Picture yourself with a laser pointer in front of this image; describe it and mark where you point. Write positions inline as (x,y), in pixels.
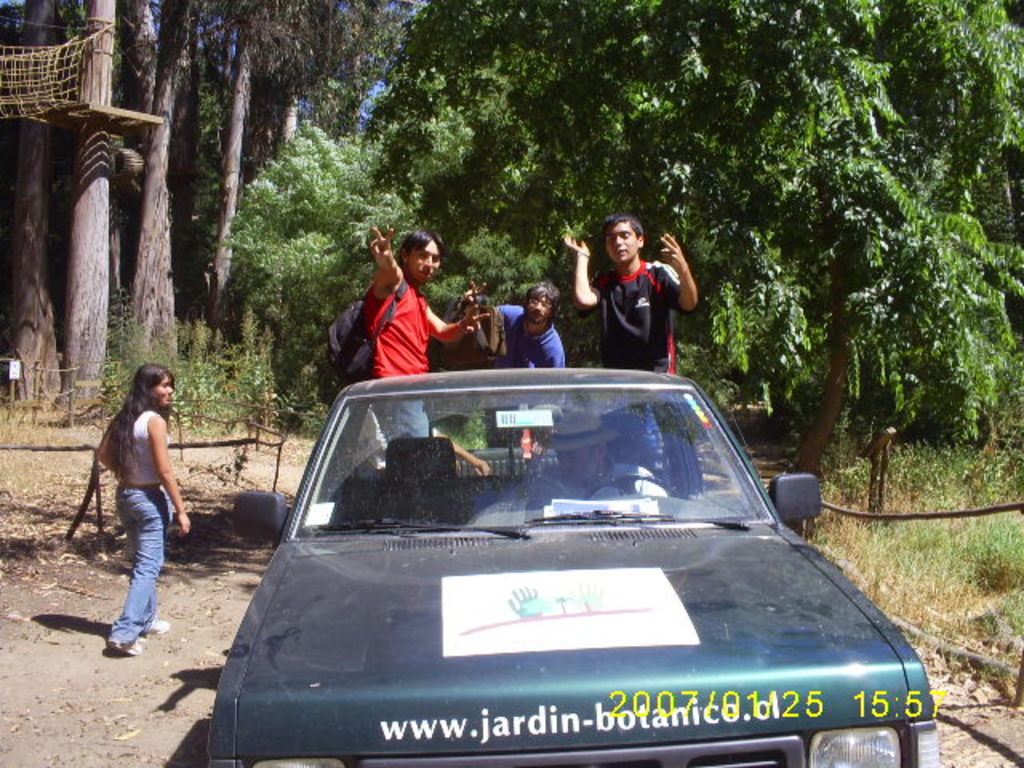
This might be a image taken near a field (952,568) or a forest (877,354). In the center of the image (680,468) there is a car (761,613), on the car (749,608) there are three people (553,313) standing. On the left (184,520) a woman (136,574) is walking. On the top left (118,170) there are tall trees (109,184) and a net (54,68). To the top right (866,104) there are trees (880,217). On the right (958,571) there is grass (949,588). On the left (45,541) there are dry leaves (58,505).
